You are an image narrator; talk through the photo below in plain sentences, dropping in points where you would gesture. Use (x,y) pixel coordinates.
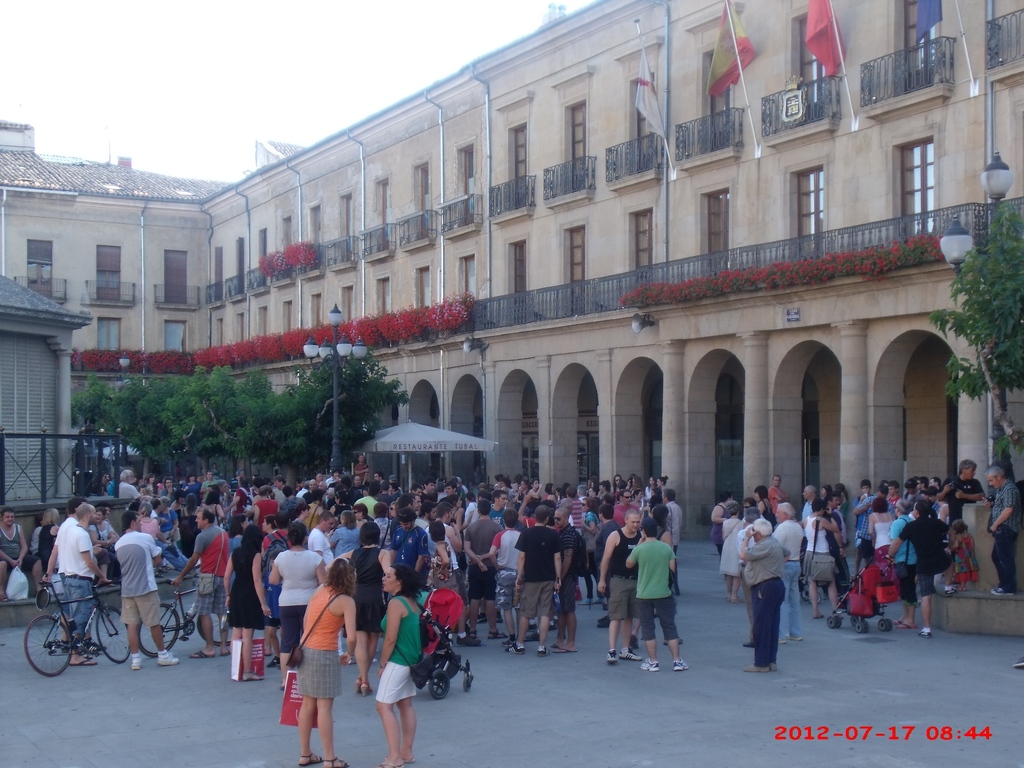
At the bottom of the image (44,534) we can see many persons (399,650) standing on the road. On the right side of the image (772,581) we can see persons (780,584), tree (1018,359) and street lights (945,234). On the left side of the image (324,385) we can see building (124,257), trees (221,413), light pole (334,321). In the background (746,96) we can see flags (736,62), building (330,255), flowers (292,332), plants (312,332) and sky (245,79).
